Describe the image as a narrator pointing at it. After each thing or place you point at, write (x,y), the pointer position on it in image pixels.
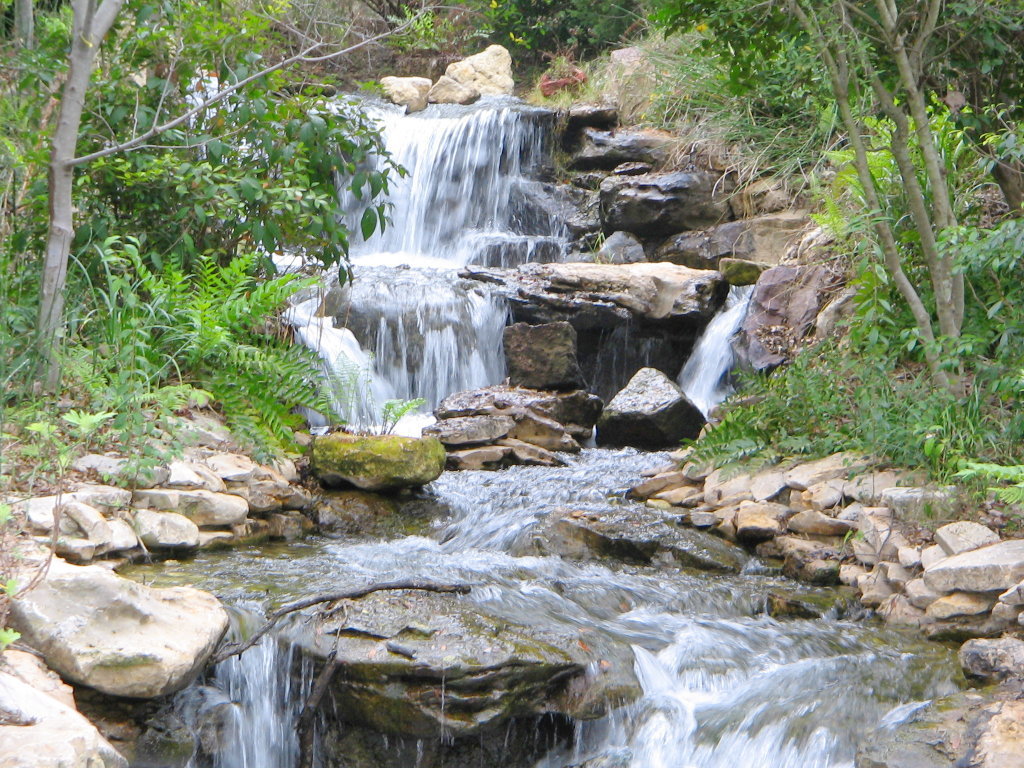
In the center of the image (369,279) we can see trees (541,52), grass (817,367), water (584,570) and rocks (471,617).
